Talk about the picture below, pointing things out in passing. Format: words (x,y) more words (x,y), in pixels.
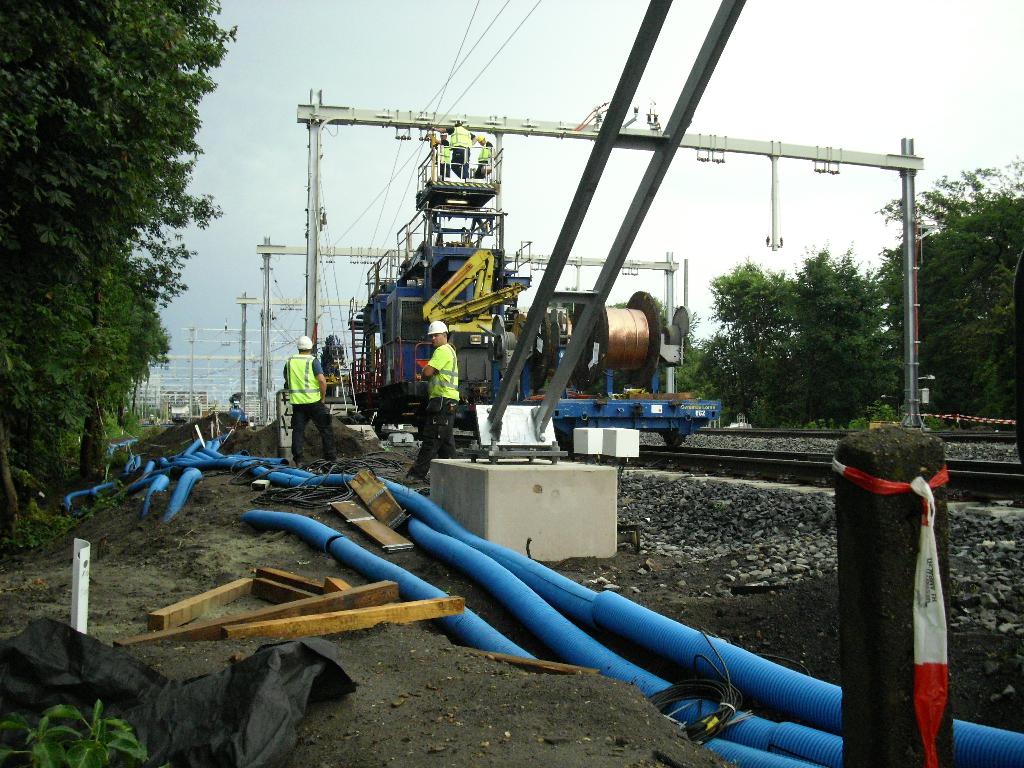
On the railway track (680,451), there is some repair being going on, there are a lot of pipes (305,529) and many machines (417,308) and beside the tracks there are plenty of trees (764,302). There are few people (435,372) standing beside the machines (406,319) and in the background (356,83) there is a sky (445,99).
